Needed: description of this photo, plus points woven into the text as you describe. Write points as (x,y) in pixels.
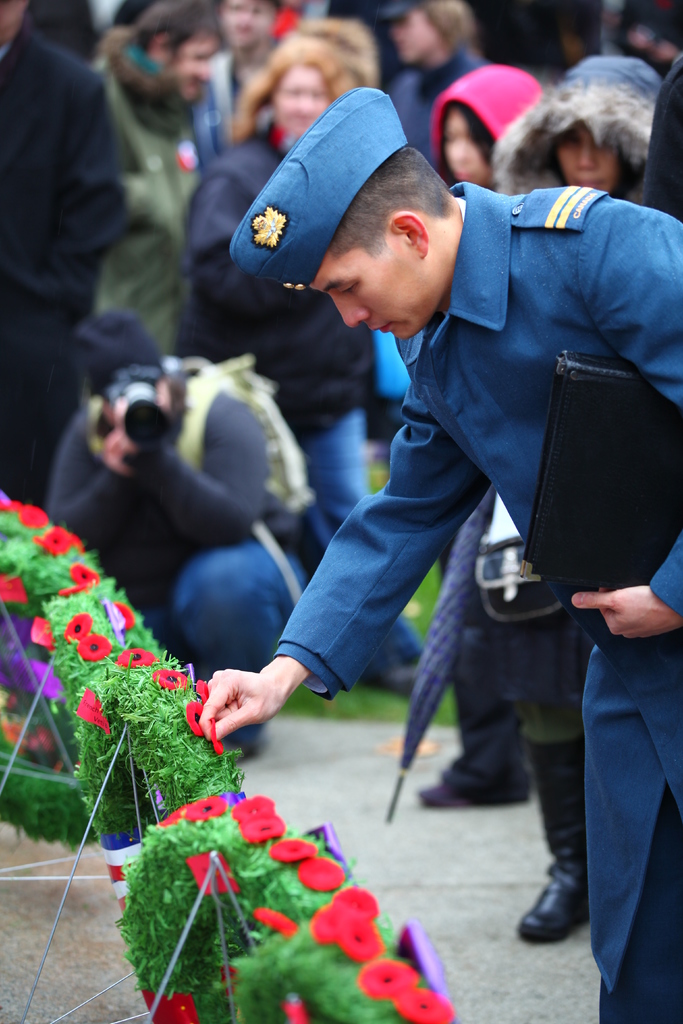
In the image we can see there is a person (469,469) standing on the road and he is holding file (594,489) in his hand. He is wearing cap (333,176) on his head (352,213) and he is keeping flower (193,726) on the garland (161,790) which is kept on the road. Behind there is a person (164,497) sitting on the road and he is holding camera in his hand (173,398). There are other people (289,6) standing on the road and background of the image (441,13) is little blurred.
